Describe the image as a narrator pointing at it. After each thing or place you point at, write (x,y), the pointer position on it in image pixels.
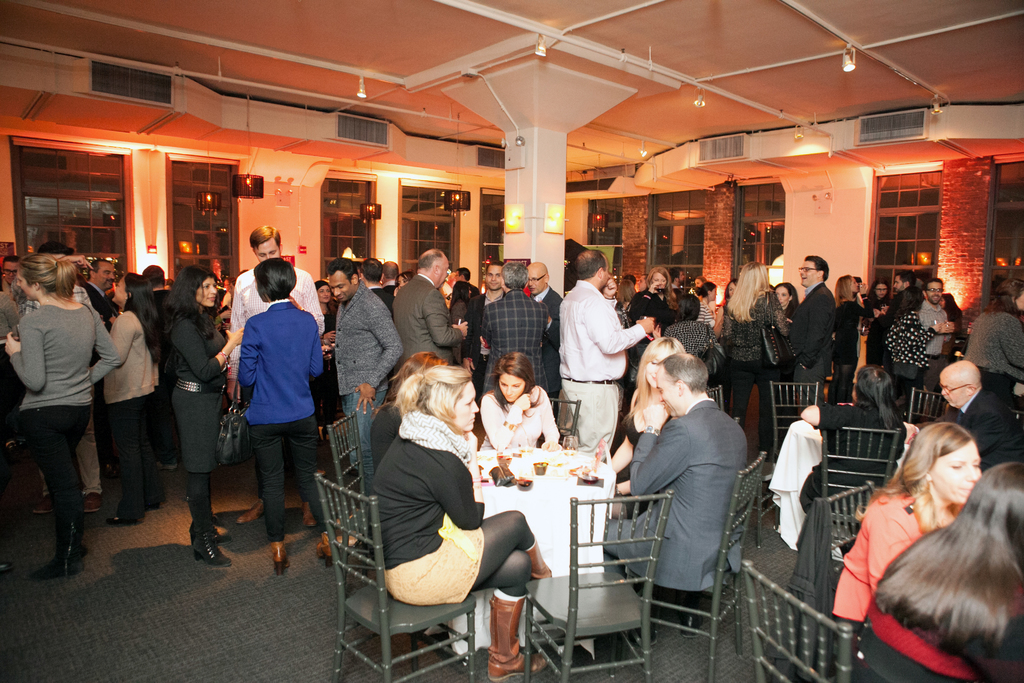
On the background (960,233) we can see wall (974,246) with windows (360,233). These are AC ducts (403,144). This is a ceiling (697,14). Here we can see all the persons (551,292) standing and talking to each other. In Front (1005,627) portion of the picture we can see few persons (513,629) sitting on chairs (571,643) in front of a table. This is a floor (163,644).
